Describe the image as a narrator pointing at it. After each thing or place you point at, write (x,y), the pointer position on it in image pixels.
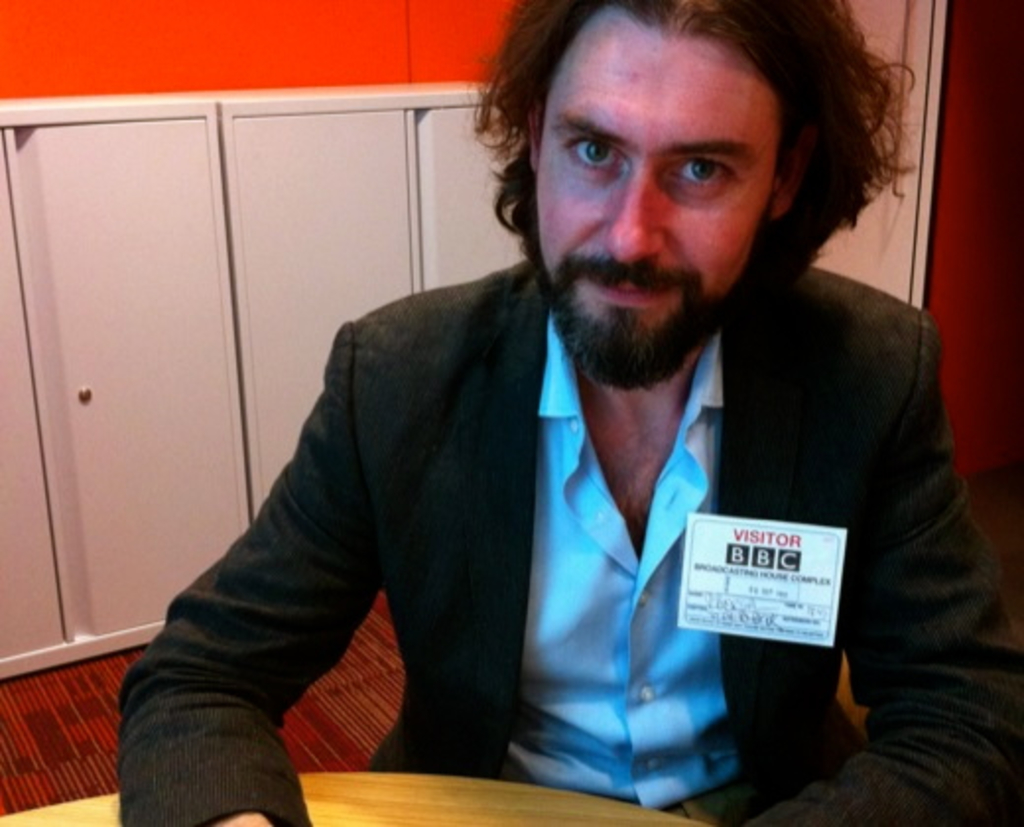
In this image I can see the person (281,551) sitting in-front of the table (416,791). The person (379,552) is wearing the blazer (324,493) which is in black color. The table (413,790) is in brown color. In the back (276,318) I can see the white color cupboard (205,271) and the red wall (164,19).
